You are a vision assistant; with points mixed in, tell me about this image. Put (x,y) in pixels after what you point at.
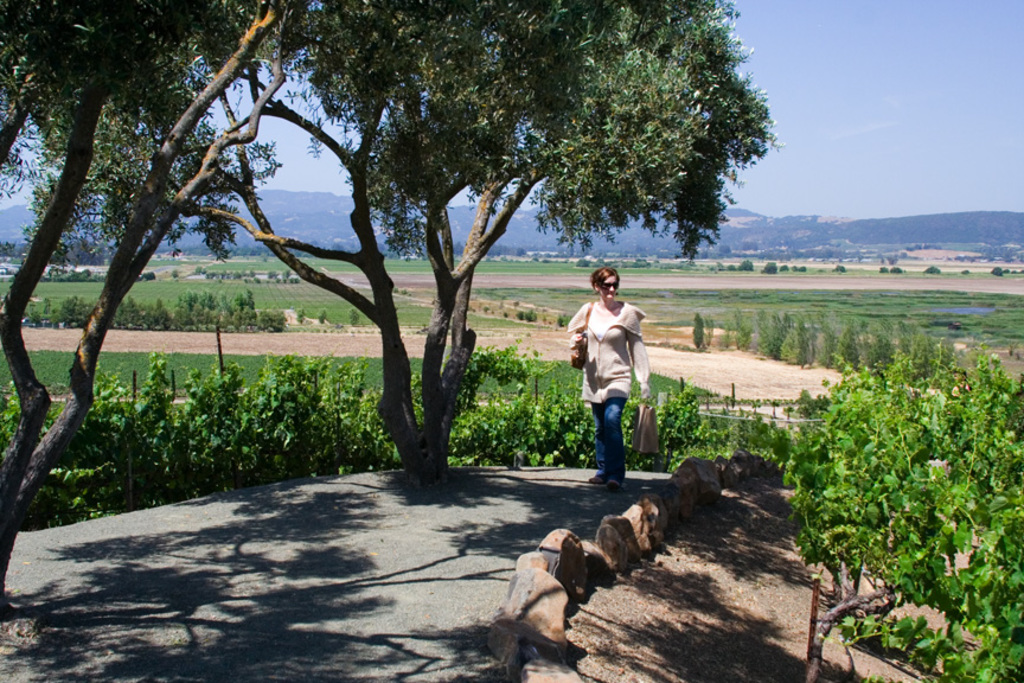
In the image there is a woman (606,437), around her there are trees (428,361), plants (323,367), crops (46,358) and in the background (794,252) there are mountains (848,234).
